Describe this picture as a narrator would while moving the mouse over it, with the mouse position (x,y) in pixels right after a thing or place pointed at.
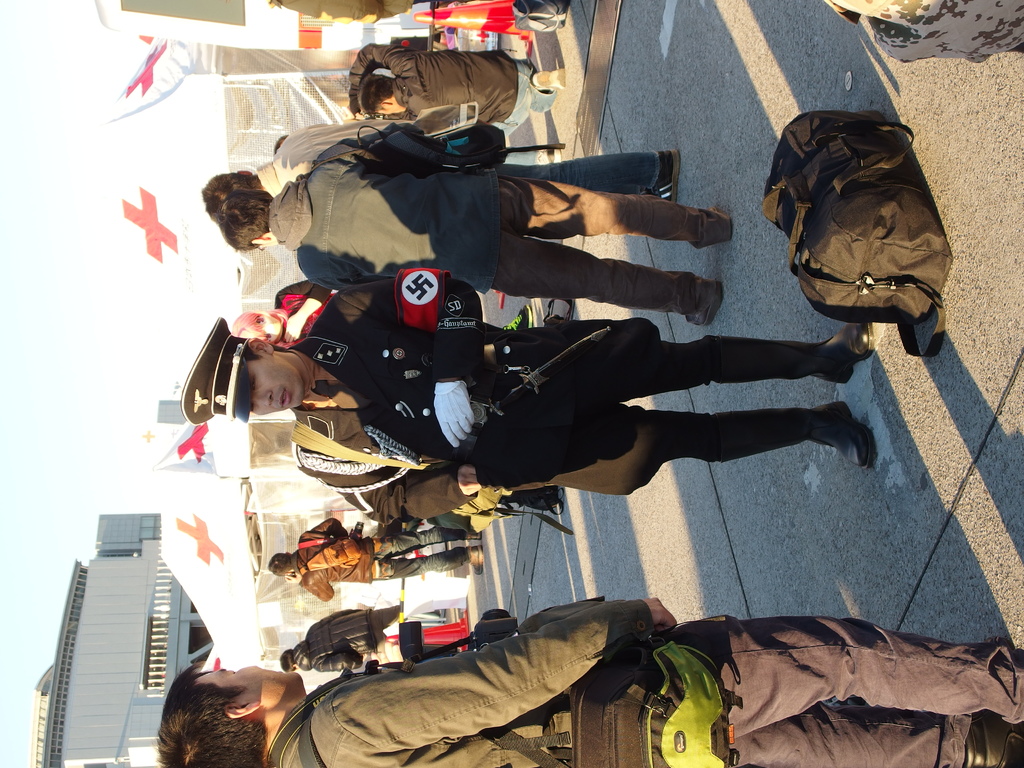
It is an image, the images tilted towards left side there are a lot of people (372,706) standing in the image, there is a black color bag (883,138) placed on the road (703,156), in the background (160,541) it is a building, a medical camp (152,311) and sky (61,349).
